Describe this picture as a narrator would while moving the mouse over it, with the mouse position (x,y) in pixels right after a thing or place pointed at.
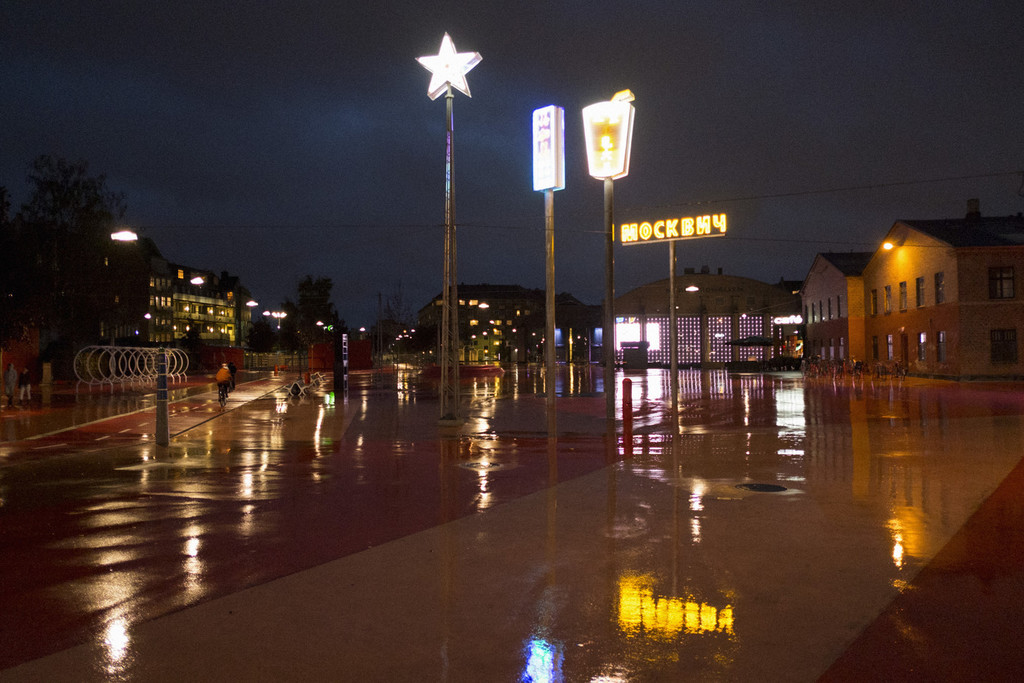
In this image there are buildings (648,356) and trees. We can see poles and there are lights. There is a board (709,229). In the background (678,266) there is sky (420,113) and we can see people (8,393).
